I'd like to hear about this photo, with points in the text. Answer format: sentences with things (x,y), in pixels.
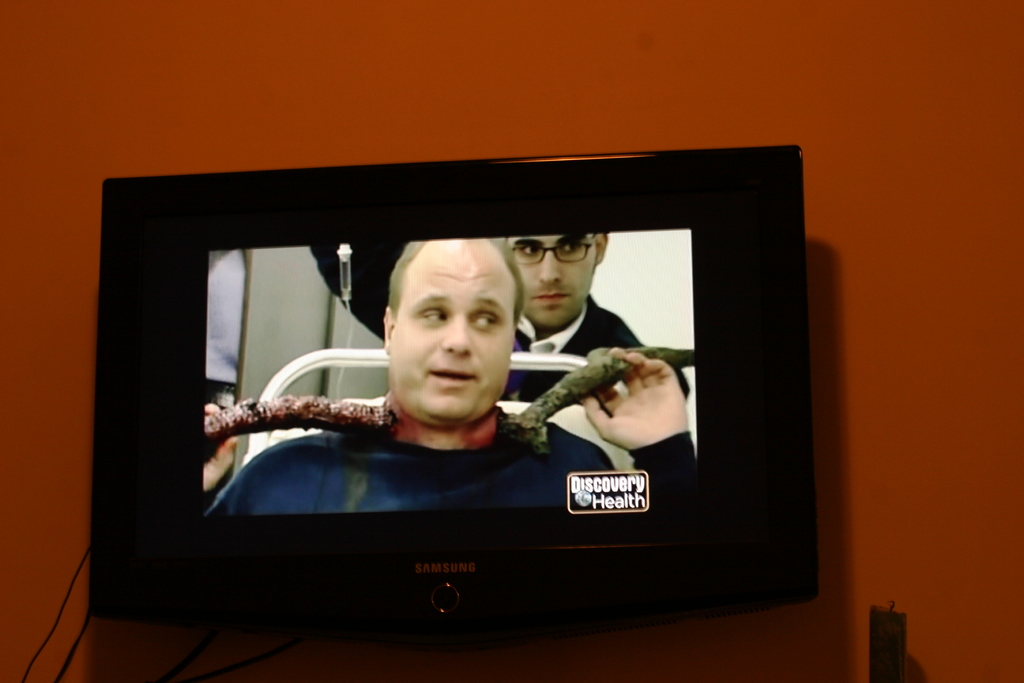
In this image we can see a television (588,344). On the television (287,336) we can see two men (476,364) and some text (642,496) written on it. In the background (41,294) we can see wall (950,523).
